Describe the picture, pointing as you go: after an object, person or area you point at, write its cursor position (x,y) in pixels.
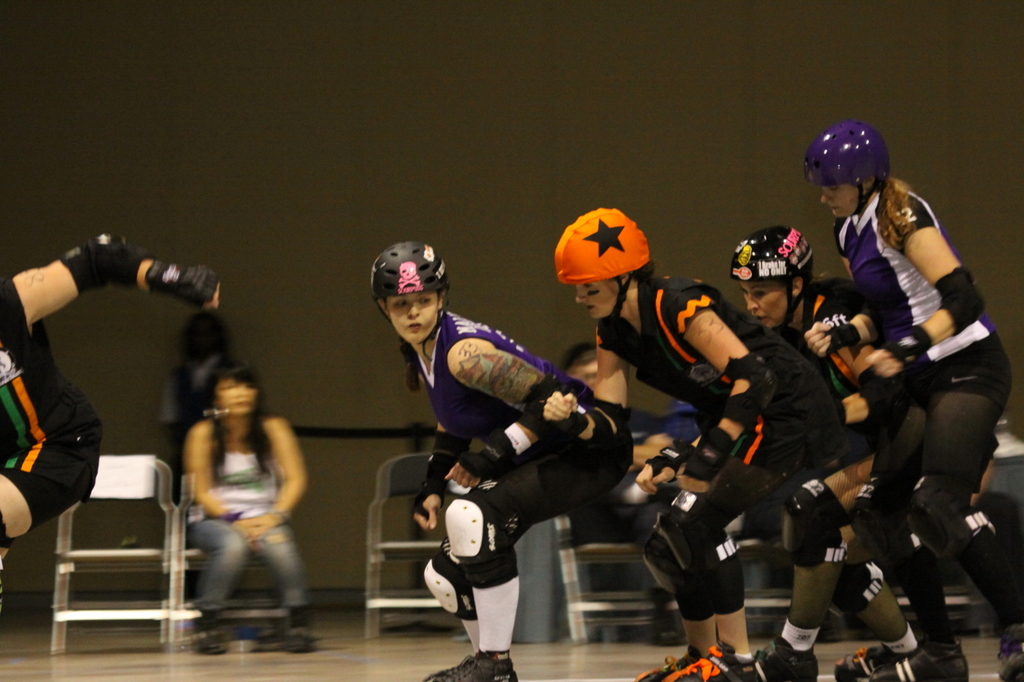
In this image there are group of people (676,452) who are wearing the helmets (557,247) and jerseys (549,367) and skating on the floor (320,651). They are wearing the gloves (689,463) and pads (647,549). In the background (253,513) is a woman (231,496) sitting in the chair (177,547) and there are few chairs (372,532) beside her. There is a screen (328,153) in the background (325,150).
